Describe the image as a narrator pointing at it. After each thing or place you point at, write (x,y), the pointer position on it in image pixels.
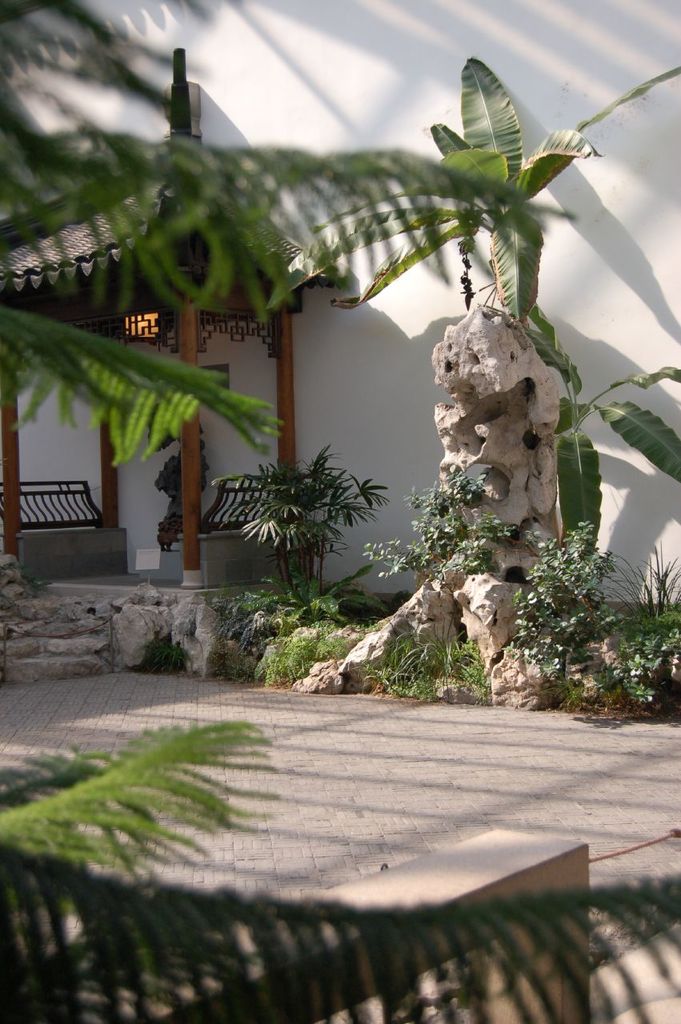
This picture shows a wall (352,287) and we see trees (454,210) and few plants (442,536) and small hut (221,210). We see two benches (92,519) in it.
